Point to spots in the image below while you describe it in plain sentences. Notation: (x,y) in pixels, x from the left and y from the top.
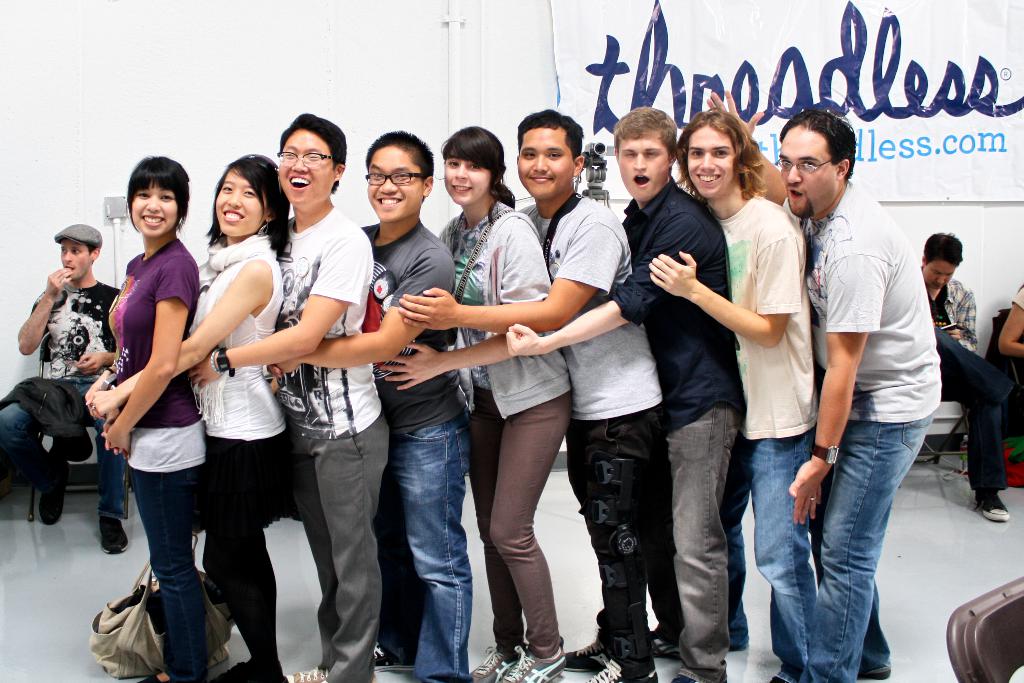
In this picture I can see few people (397,170) are standing and holding each other, behind few people (85,327) are sitting on the chairs (34,488) and also I can see the banner (778,91) to the wall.
